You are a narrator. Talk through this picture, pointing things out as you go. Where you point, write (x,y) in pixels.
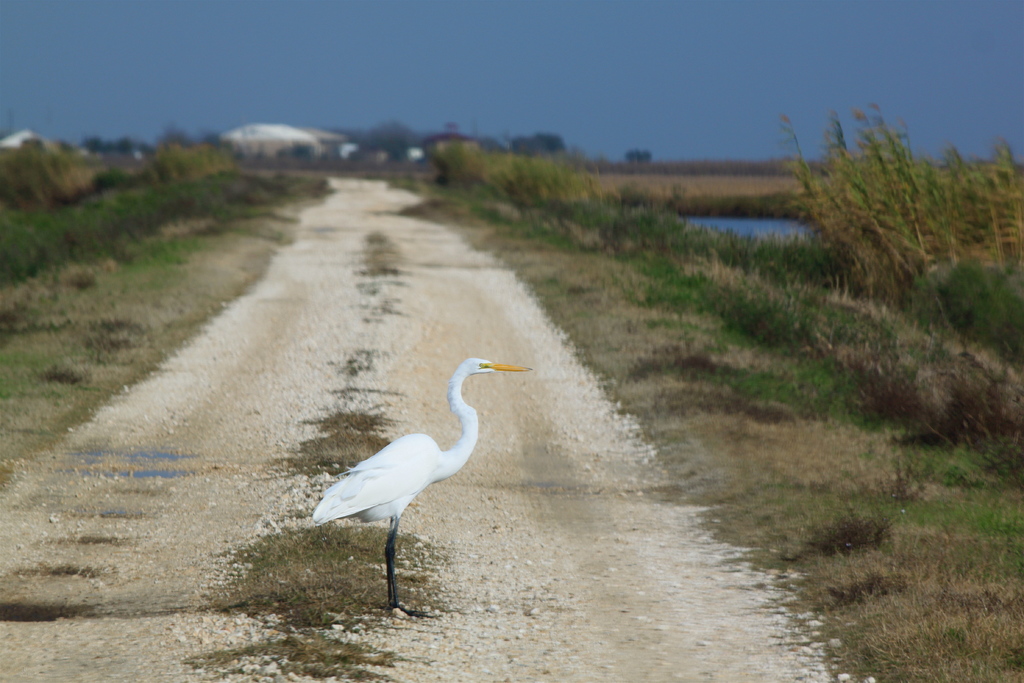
In this image there is a path (377,295) in the center (413,346). There is a crane (389,505) standing on the path (321,592). On the either sides of the path (321,315) there are plants (636,235) and grass (160,210) on the ground (122,231). To the right (732,230) there is the water (747,218). In the background (257,145) there are houses (273,133). At the top (388,53) there is the sky (388,53).
